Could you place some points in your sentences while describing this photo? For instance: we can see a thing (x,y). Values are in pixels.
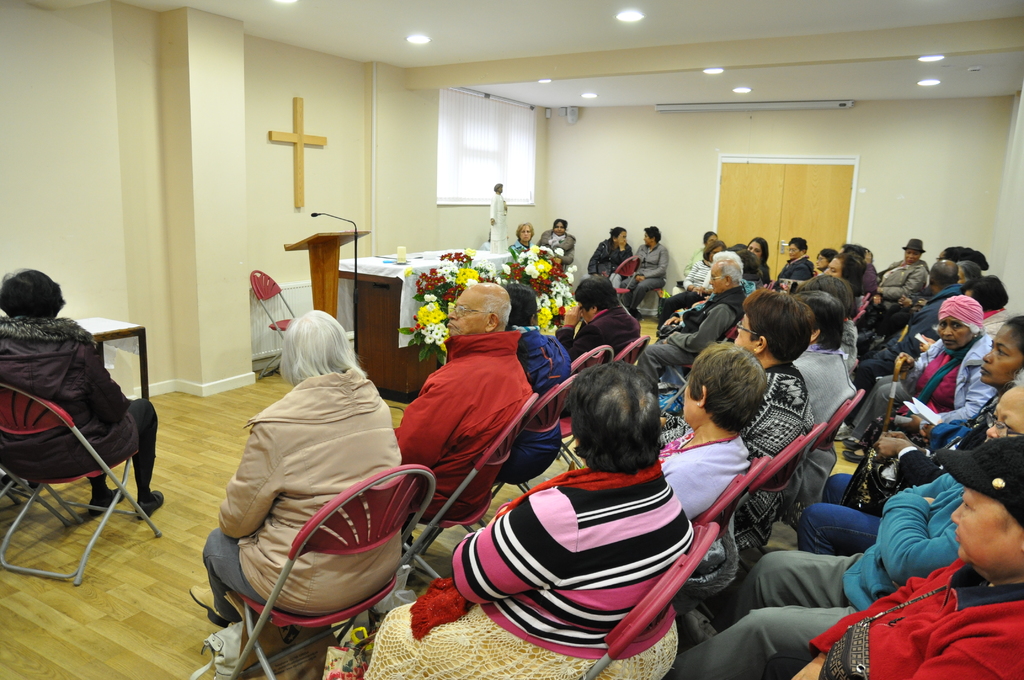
This picture is of inside the room (769,434). On the right (727,322) there are group of people (609,404) sitting on the pink color chairs (740,477). On the left (71,329) is a person (90,415) sitting on the chair (126,491) and a table (127,322). In the background (433,105) we can see a wall (436,128), window blind (508,155), door (798,186), roof (512,8), podium (330,244), microphone (328,217) attached to the stand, table (372,298) and flowers (535,289).
